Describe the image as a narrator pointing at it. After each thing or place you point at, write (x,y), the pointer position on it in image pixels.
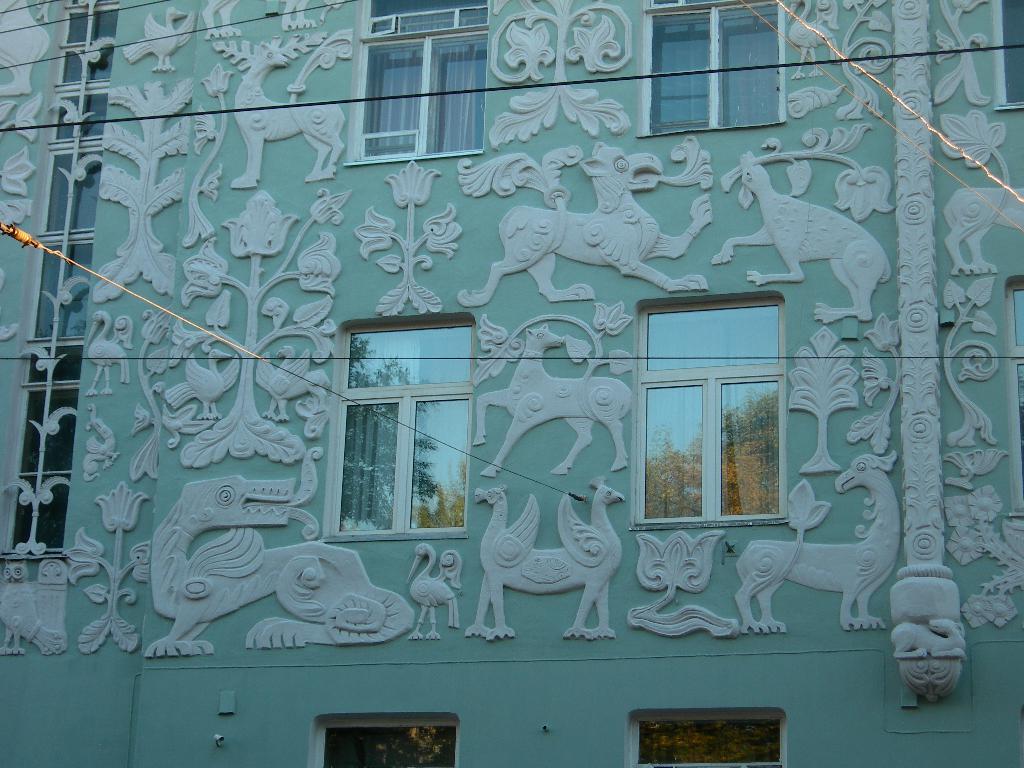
In this picture, we can see a building (187,503) with windows (420,440) and some art (432,240) on it and we can see some wires (401,424).
